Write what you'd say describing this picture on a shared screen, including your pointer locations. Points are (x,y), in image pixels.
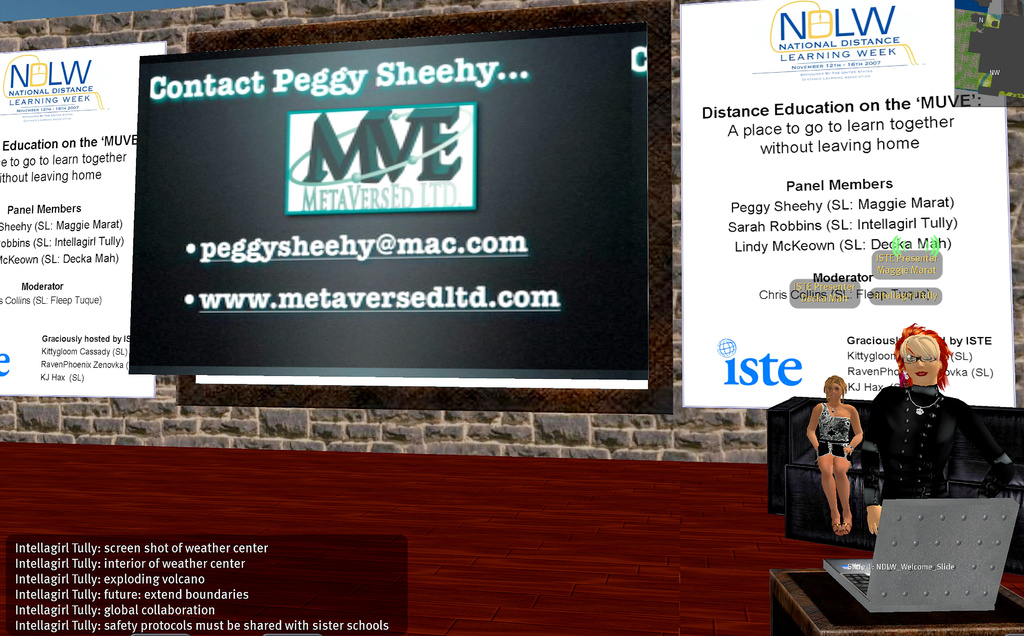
In this picture, we can see an animated picture, we can see a few people (826,425), ground (480,474), posters (462,126) with some text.
